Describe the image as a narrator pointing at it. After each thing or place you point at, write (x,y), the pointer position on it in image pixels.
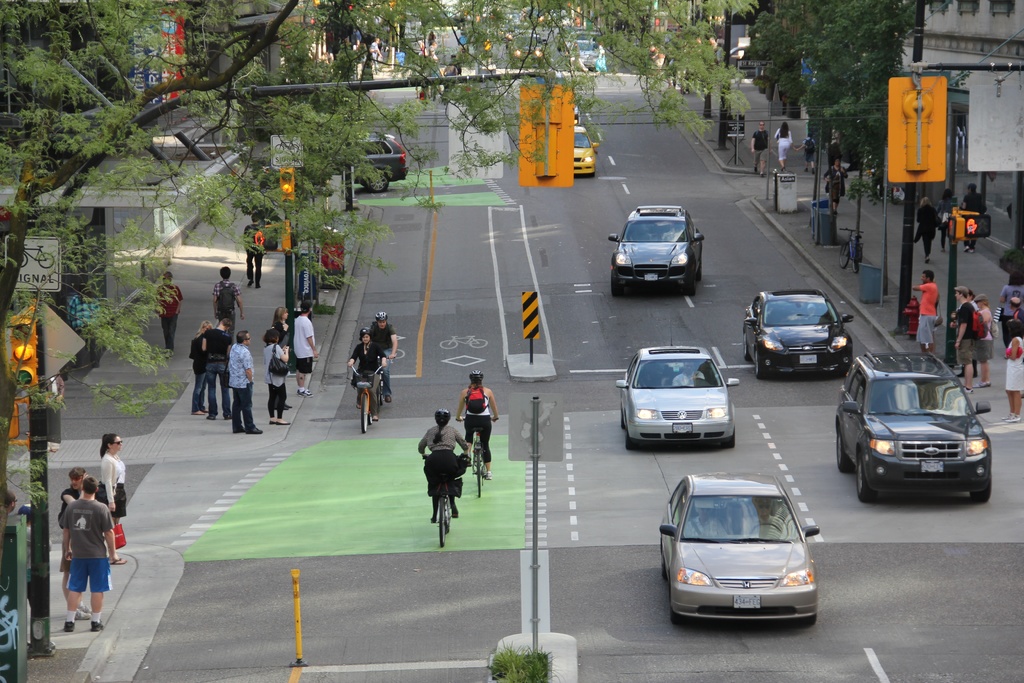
In this image there are cars (684,419) passing on the road (755,412) and there are few people (448,452) riding bicycles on the road (421,260), beside the road (408,381) on the pavement (186,400) there are few persons (208,363) walking on the pavement (234,262), on the either side of the road (390,517) there are trees (853,133) and buildings (953,75).
